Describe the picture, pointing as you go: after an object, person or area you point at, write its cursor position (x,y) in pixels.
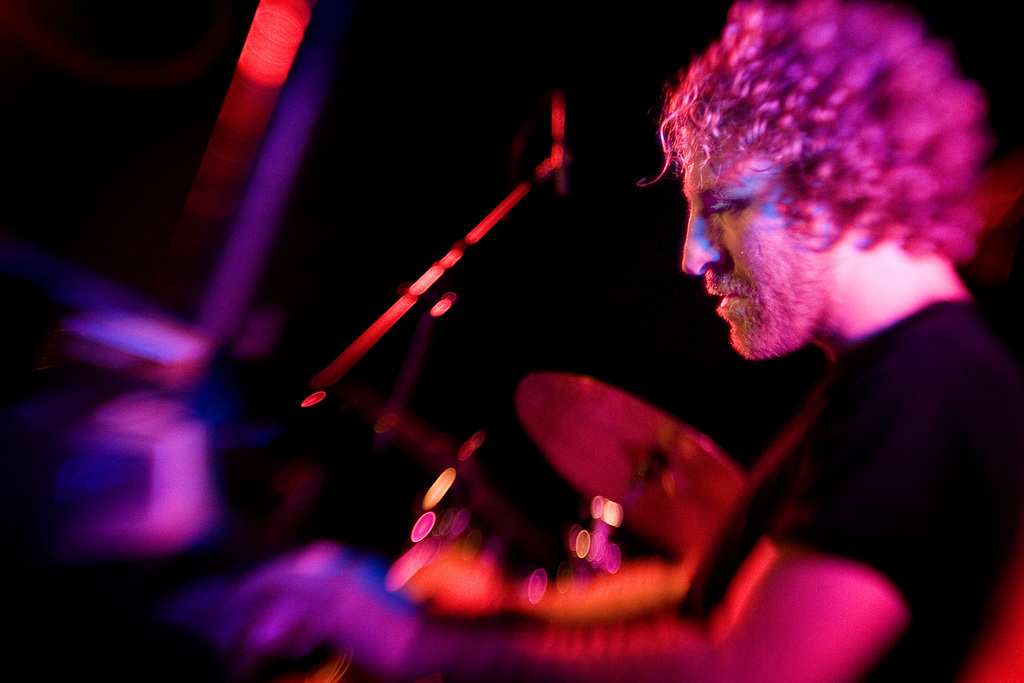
In this picture, we see a man (801,239) in the black T-shirt (843,447) is playing the musical instrument (725,492). Beside him, we see the drums (629,463) and a microphone (415,282). On the left side (194,349), we see a musical instrument (156,403) in white color. Beside that, we see a pole (265,220). In the background (360,287), it is black in color. This picture is clicked in the dark. This picture might be clicked in the musical concert.
